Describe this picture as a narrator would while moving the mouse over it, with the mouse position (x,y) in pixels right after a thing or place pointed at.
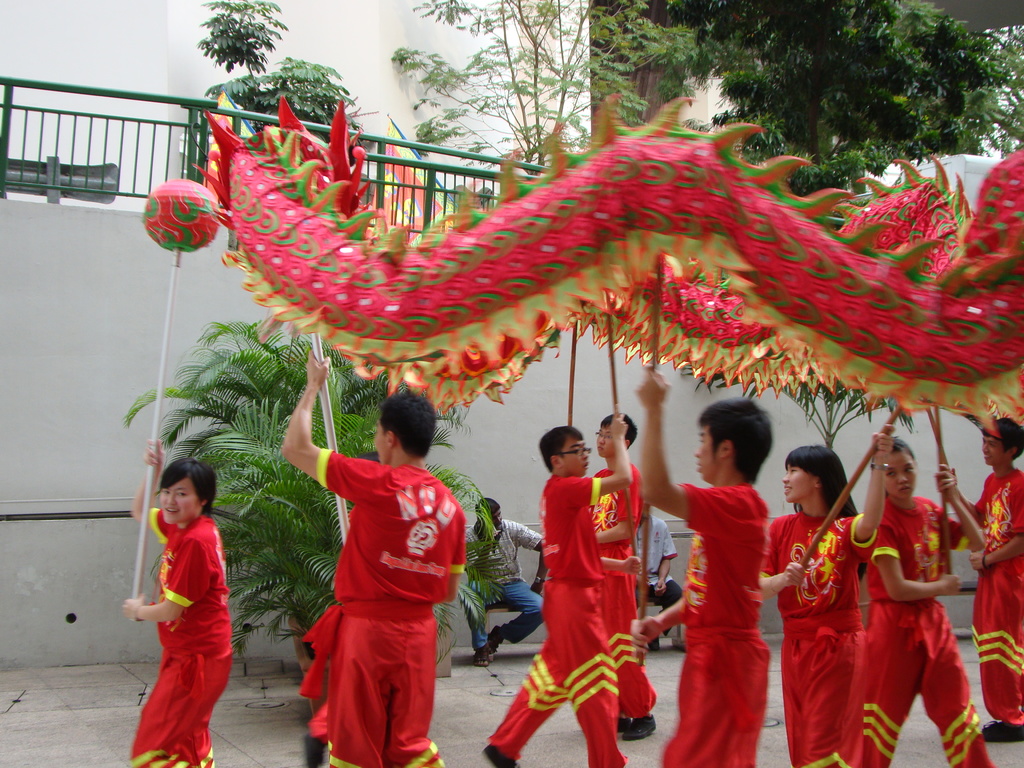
In this image we can see people (875,524) are holding few objects (477,377). Here we can see floor (88,720), walls (80,608), plant (352,380), railing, and trees (523,110). There are two persons (650,598) sitting on a bench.
